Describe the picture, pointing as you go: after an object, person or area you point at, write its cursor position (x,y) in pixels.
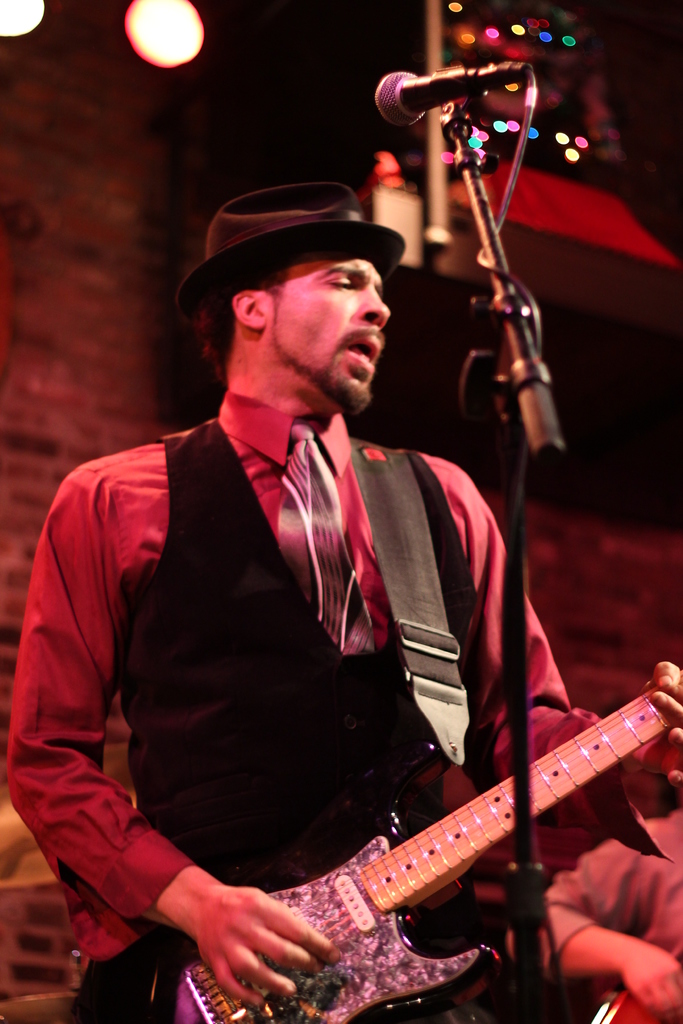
A man (224,545) with black jacket (212,579) and red shirt (92,607) is standing and playing a guitar (402,893). He is wearing a black color cap (252,216) on his head (258,295). In front of him there is a mic (406,97).
